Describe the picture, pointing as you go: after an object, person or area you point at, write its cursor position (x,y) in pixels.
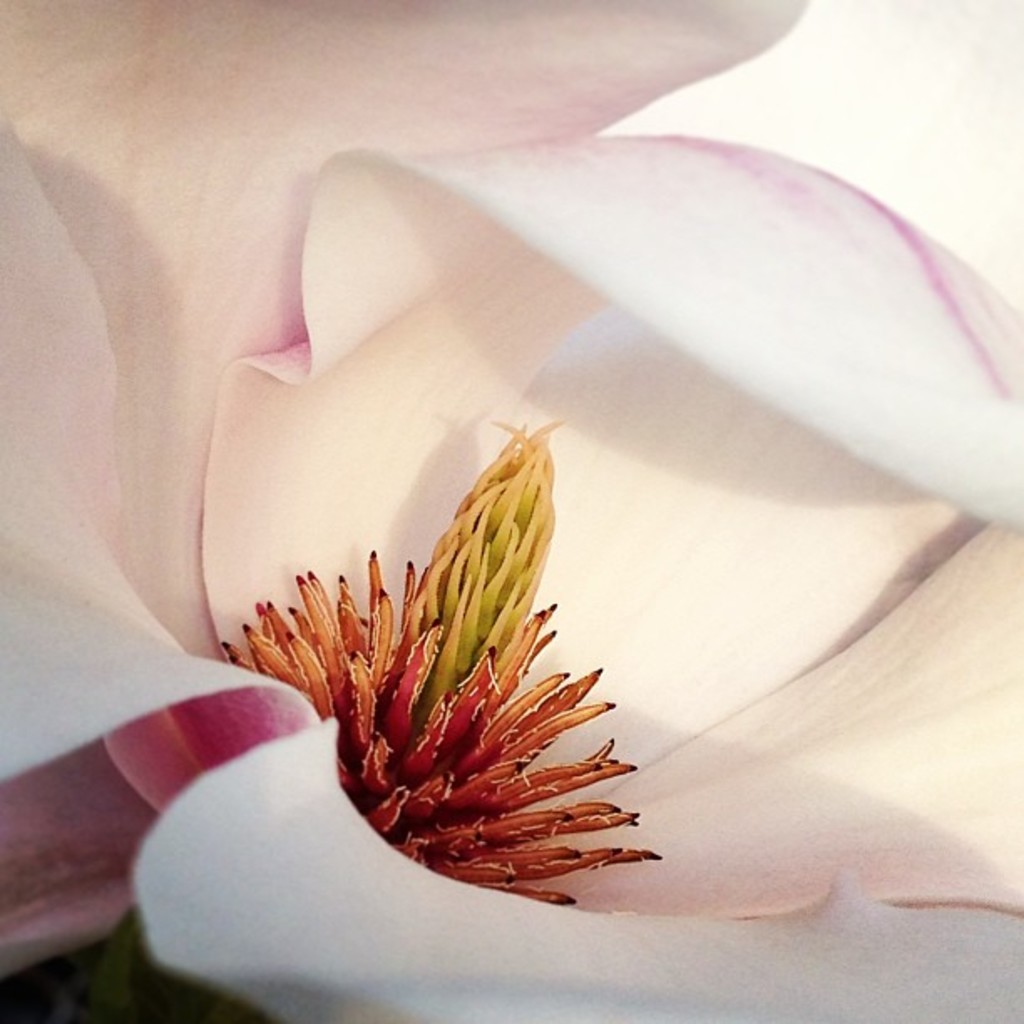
It is a zoom in picture of white color flower (605,754).
